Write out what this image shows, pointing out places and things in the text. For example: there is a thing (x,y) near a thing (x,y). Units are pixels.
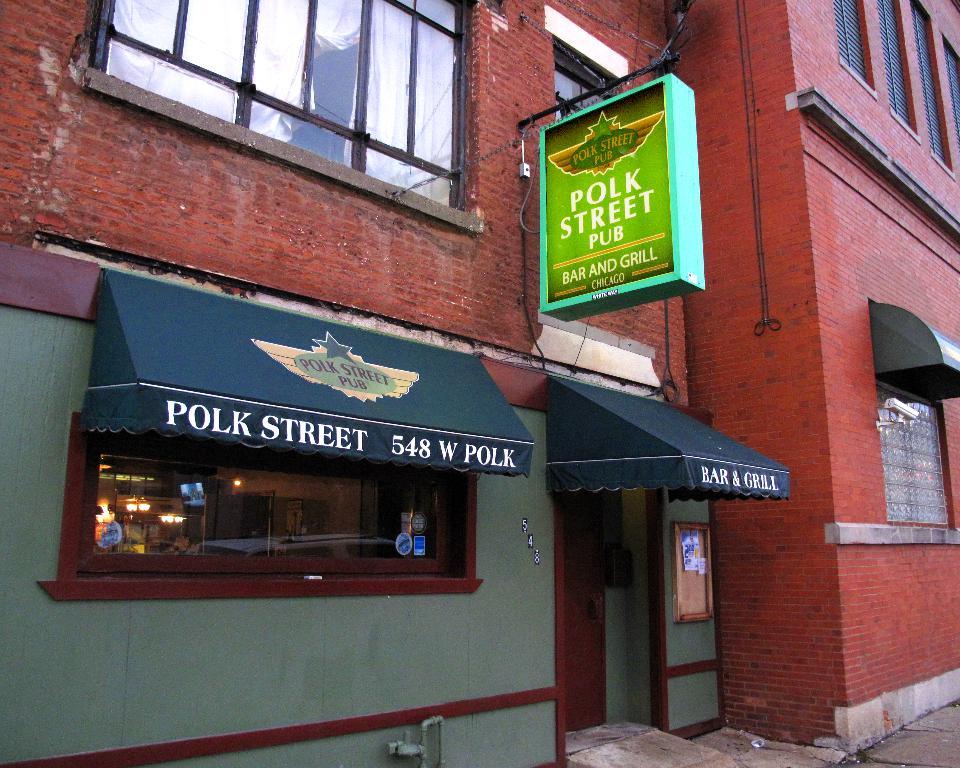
In this image we can see a building (693,344), there are some windows (335,91), door (576,685) and a board (570,205) with some text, through the glass (364,546) we can see some objects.
